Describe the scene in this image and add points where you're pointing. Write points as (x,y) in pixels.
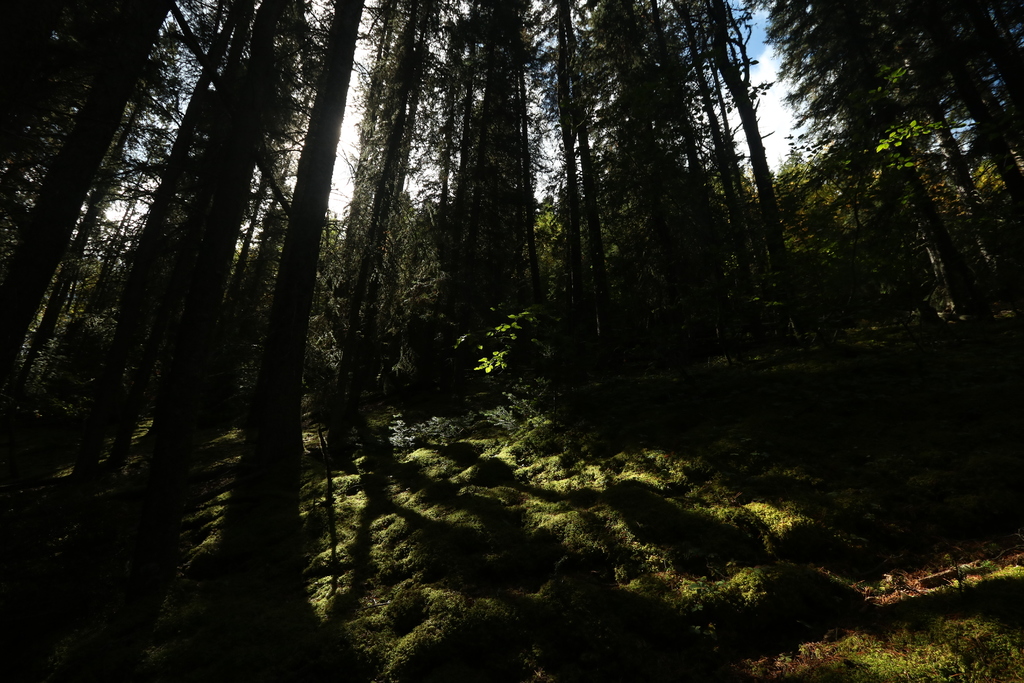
In this image we can see trees (657,142). On the ground (607,422) there is grass (647,423). In the background (342,139) there is sky (355,132) with clouds (783,115).
